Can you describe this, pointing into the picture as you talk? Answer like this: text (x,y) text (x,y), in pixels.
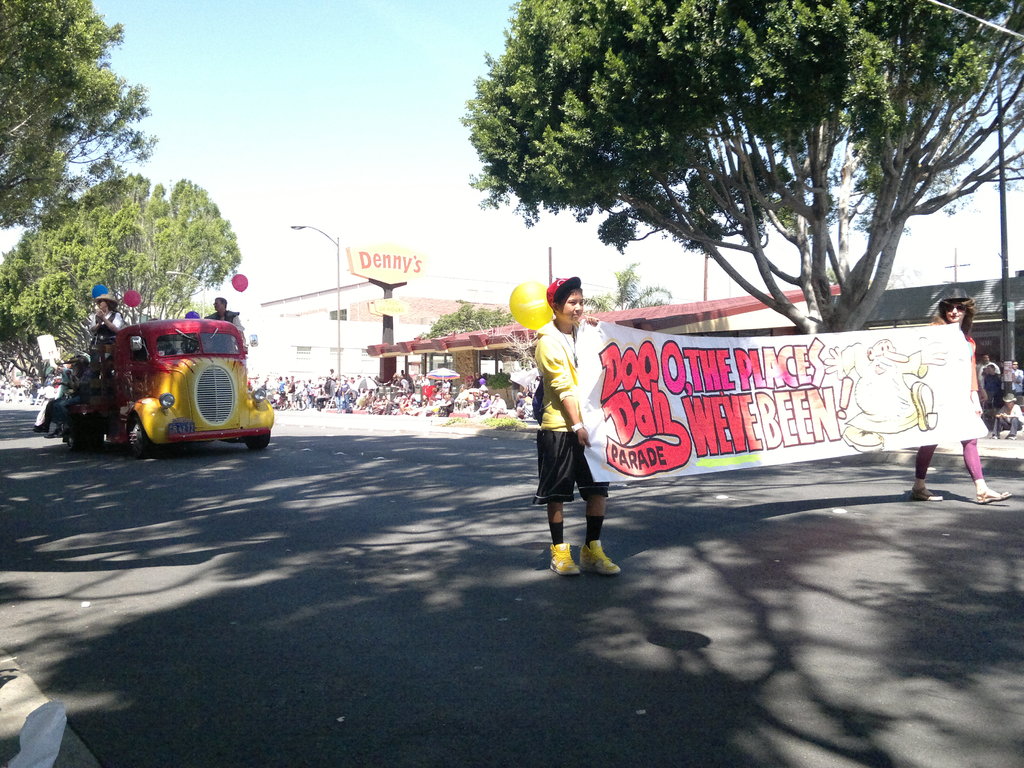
In the picture I can see people (479,401), vehicles (156,387) and buildings (348,350). In front of the image I can see two people (565,360) are holding banner (814,390). In the background (327,133) I can see the sky (322,244), trees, street lights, poles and some other objects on the ground (295,419).
